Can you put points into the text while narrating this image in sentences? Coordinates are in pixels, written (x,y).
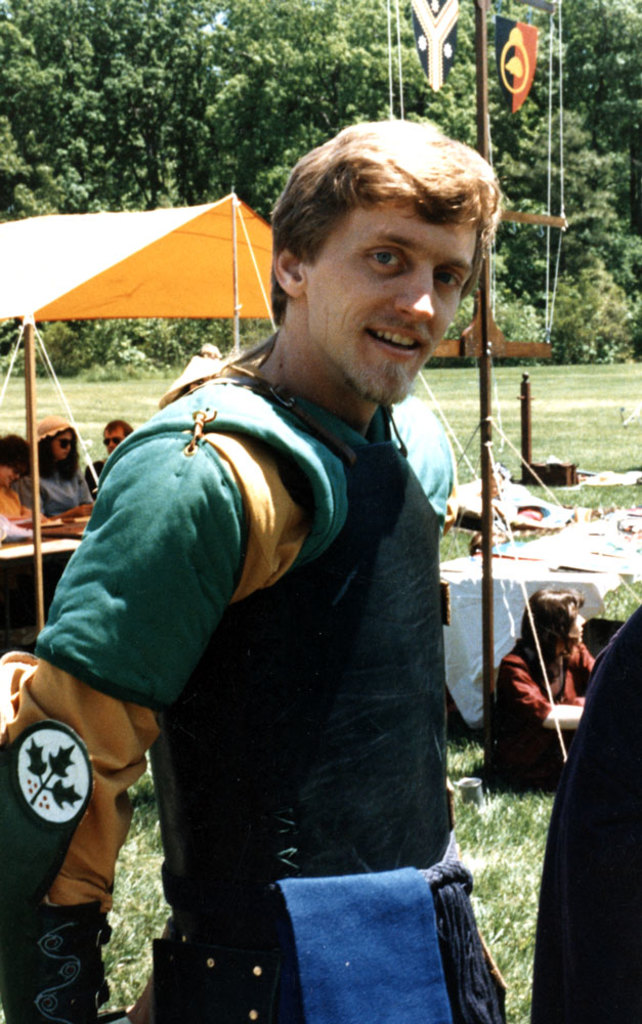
In this picture there is a man (173,919) who is the wearing armor (324,673) and belt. On the left (93,496) there are three persons (79,464) were sitting under the tent (213,313). Beside that I can see the table (60,538). On the right (528,693) there is a woman (570,660) who is a sitting on the grass (498,774). Besides her I can see the file (578,545), books (571,551) and other objects (633,532) on the table (547,584). In the background (366,118) I can see the poles (481,355), trees (512,243), plants (542,331) and grass (604,386).
